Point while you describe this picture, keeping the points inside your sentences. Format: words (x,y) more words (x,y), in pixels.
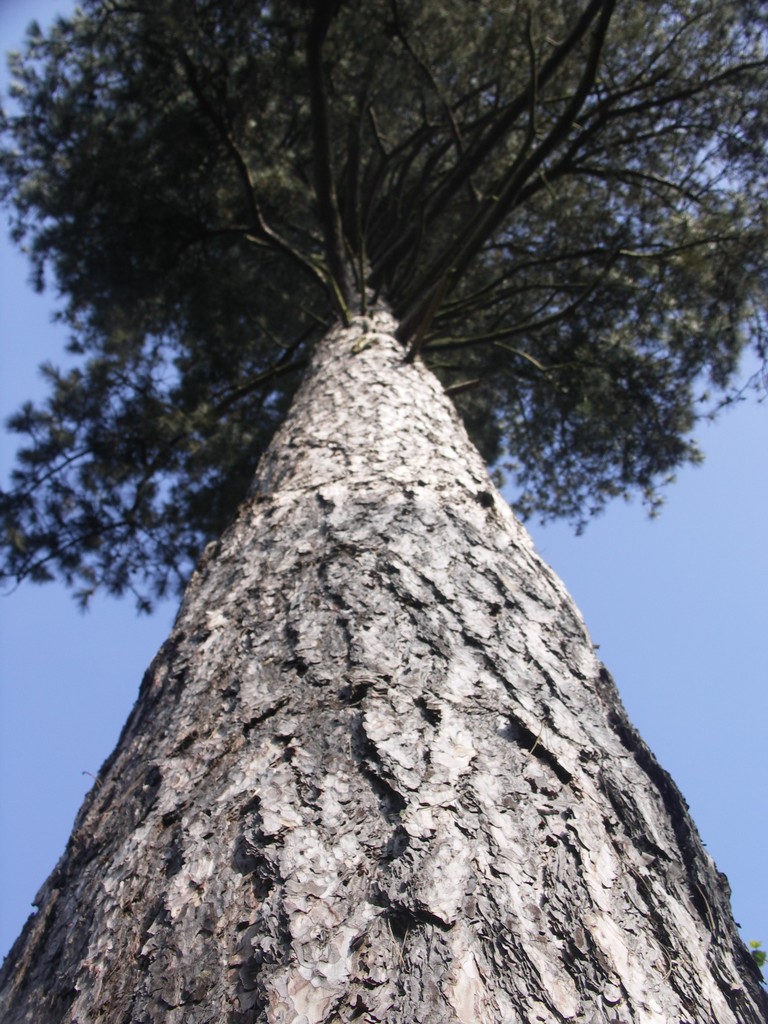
In this picture we can see a tree (413,891) and in the background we can see the sky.
